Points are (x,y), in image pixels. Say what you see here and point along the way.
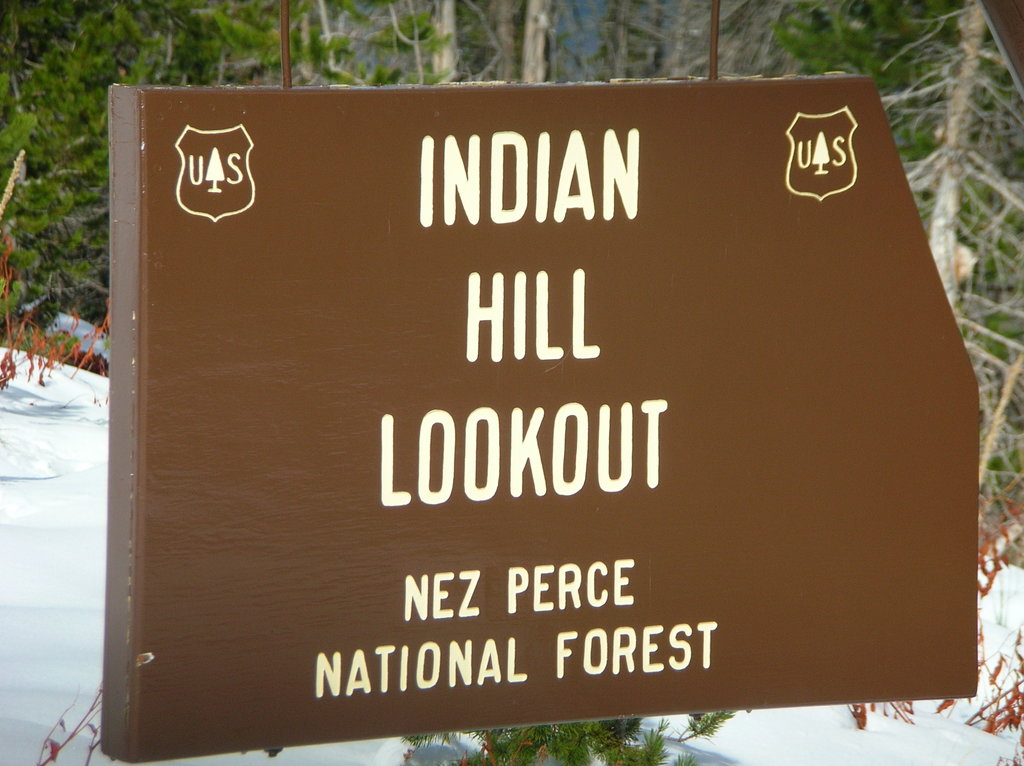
It is a board (410,409), there is matter (624,172) on it in white color. Behind this there are trees (134,60), on the left side (55,566) there is the snow (22,593).
